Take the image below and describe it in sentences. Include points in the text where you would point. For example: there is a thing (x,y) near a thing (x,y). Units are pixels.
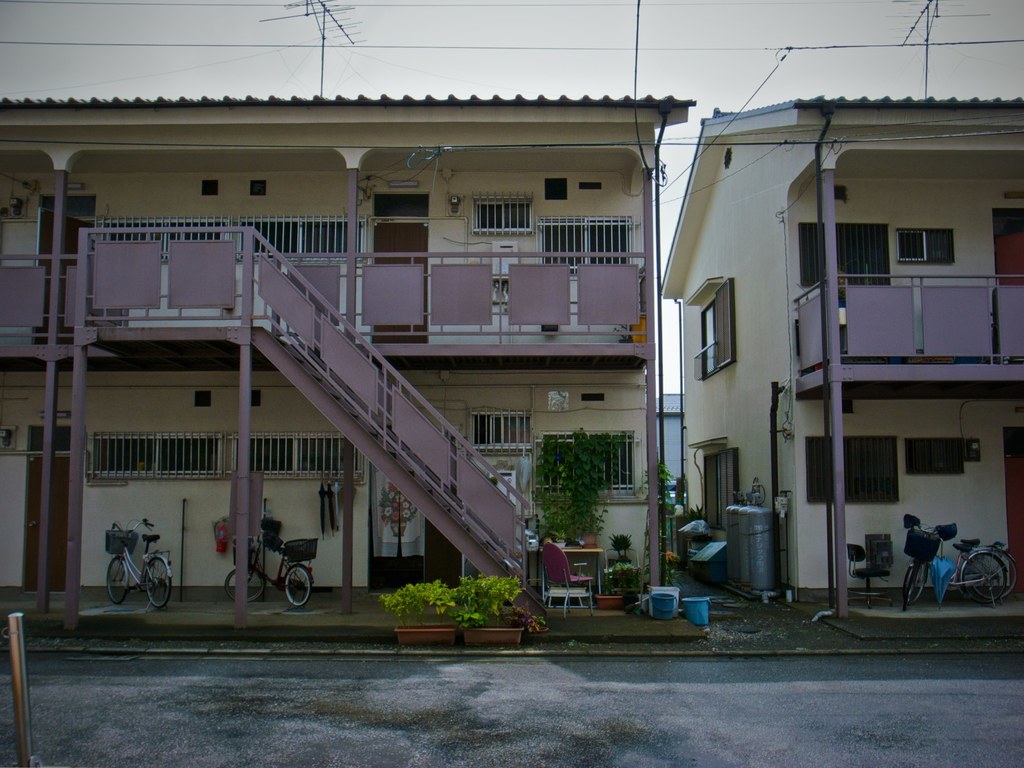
In this image in the center (402,286) there are some houses (460,413) and there is a railing (139,282) and staircase (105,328) and some poles (648,350). At the bottom (303,575) there are some cycles (923,576), flower pots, plants (494,593), buckets (675,595), chairs (548,553) and some objects (764,560). At the bottom (562,688) there is a road (115,679), and in the background (295,47) there are some antennas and wires (521,47) and at the top of the image (540,39) there is sky (396,42).
